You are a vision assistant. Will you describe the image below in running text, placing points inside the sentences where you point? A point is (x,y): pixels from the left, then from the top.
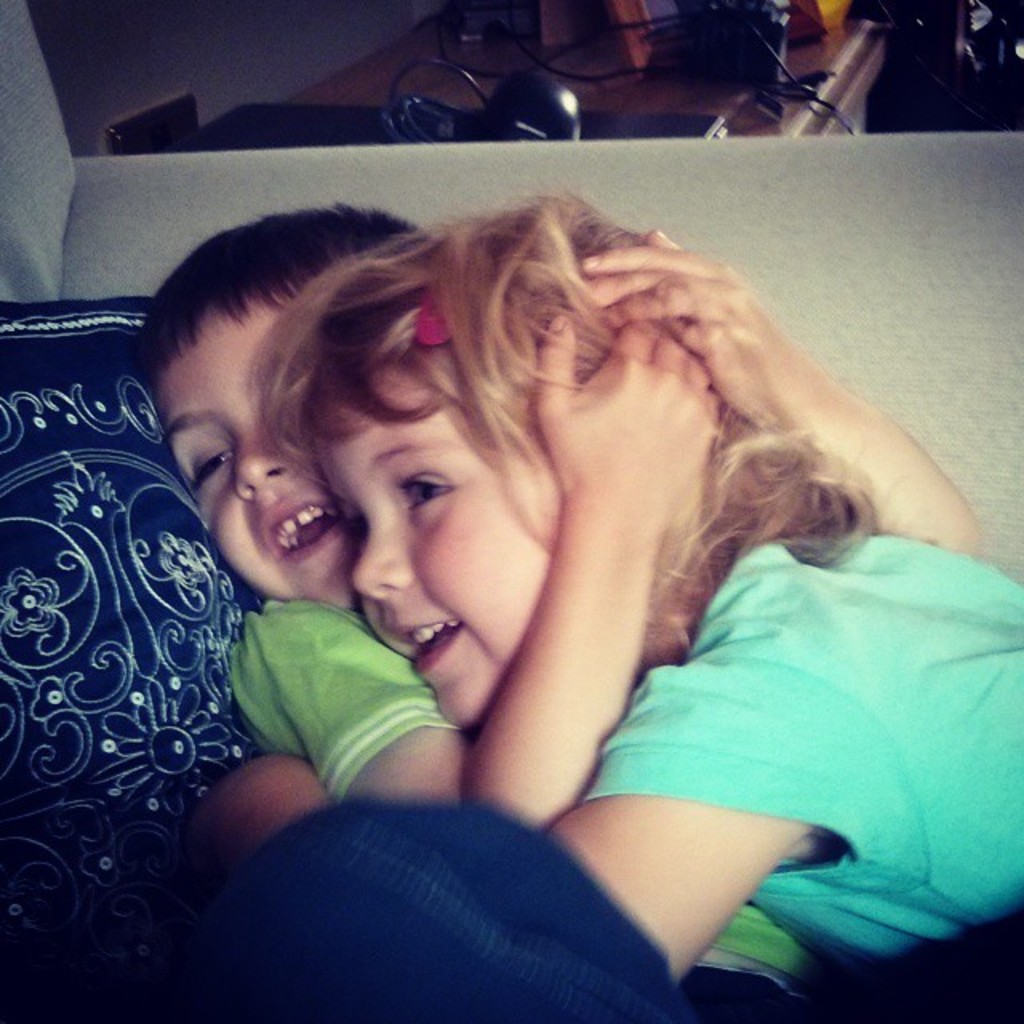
In this image I can see two people (579,538) are smiling and wearing different color dresses (732,683). Back I can see few objects (746,70) on the table (738,102) and navy blue color cloth (102,595).
